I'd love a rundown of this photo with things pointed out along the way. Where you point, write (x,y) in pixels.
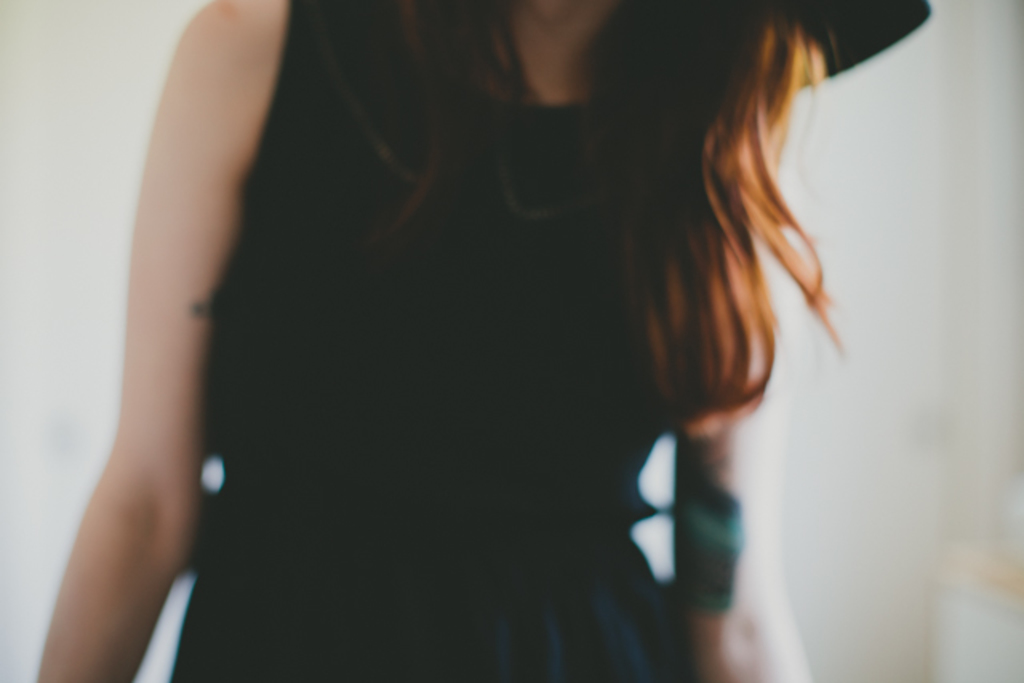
In this image we can see a woman (557,447) wearing a black dress (545,418).
